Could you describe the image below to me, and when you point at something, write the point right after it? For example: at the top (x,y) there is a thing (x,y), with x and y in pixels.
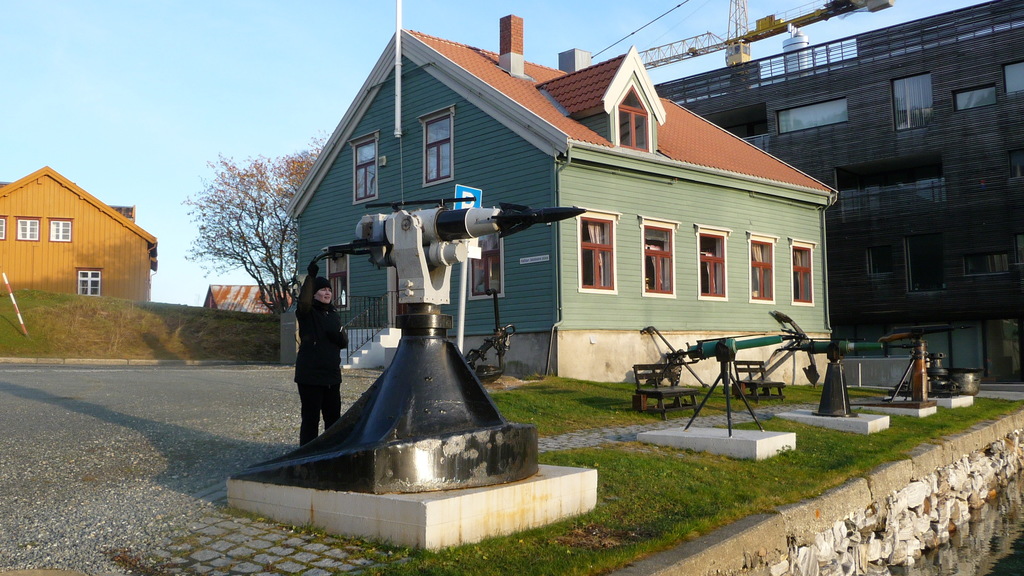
In this picture we can see a woman (319,386), beside to her we can find few harpoon guns (715,387), buildings (339,174), in the background (281,218) we can see a tree (236,198) and a crane (658,63).
